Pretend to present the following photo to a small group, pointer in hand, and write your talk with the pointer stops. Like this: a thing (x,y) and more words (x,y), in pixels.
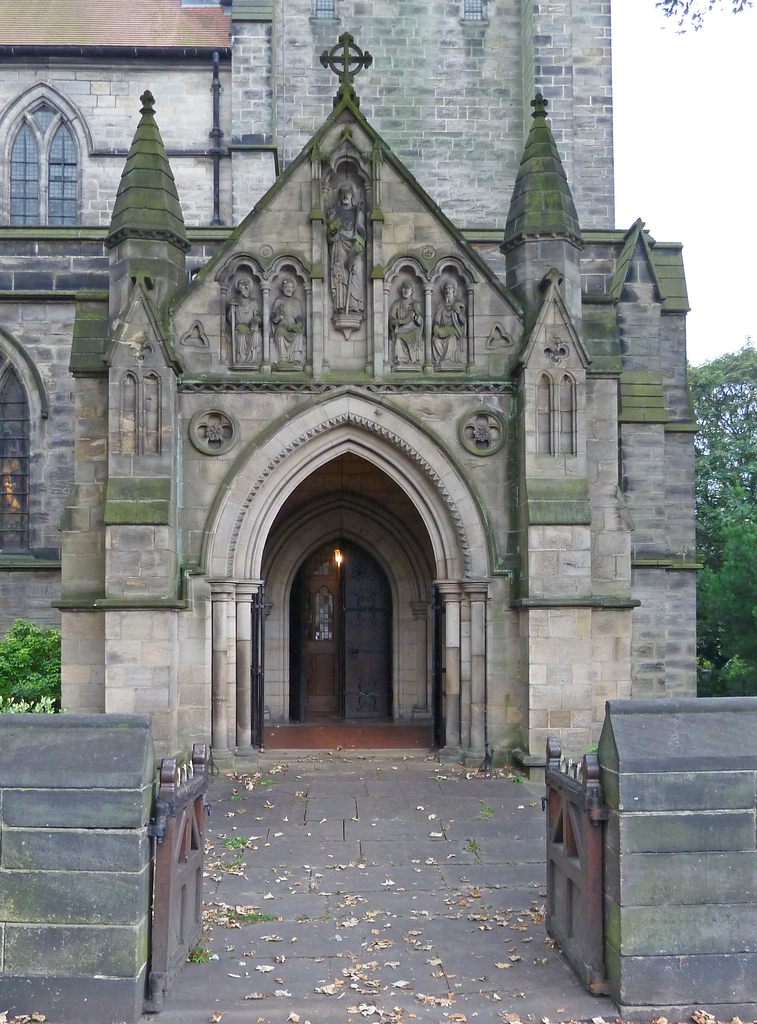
In this image I can see the building (155,207), windows (34,197), gate (585,852) and few trees (727,544). The sky (693,152) is in white color.
